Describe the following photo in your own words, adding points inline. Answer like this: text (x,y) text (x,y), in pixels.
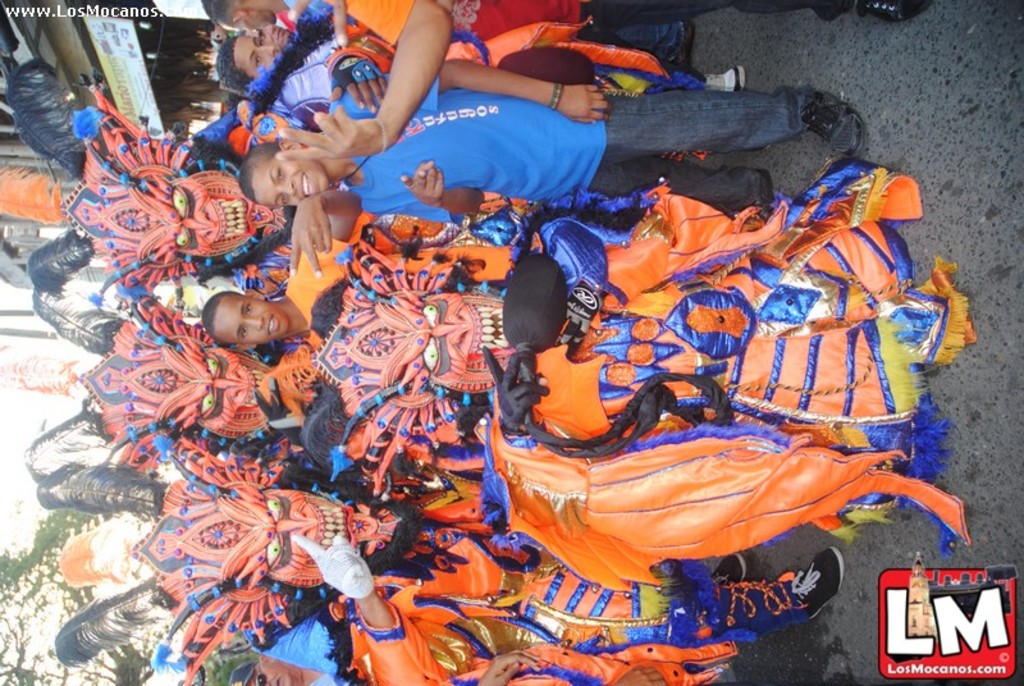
In this image we can see few persons (384,431) are standing on the road (929,200) and among them few persons (298,454) wore fancy dresses (446,516). In the background (40,551) we can see trees (40,551), buildings (74,66) and a hoarding board (126,76). On the right side (953,603) at the bottom corner (968,615) we can see a logo (988,659) and texts (932,597) written on the image.
